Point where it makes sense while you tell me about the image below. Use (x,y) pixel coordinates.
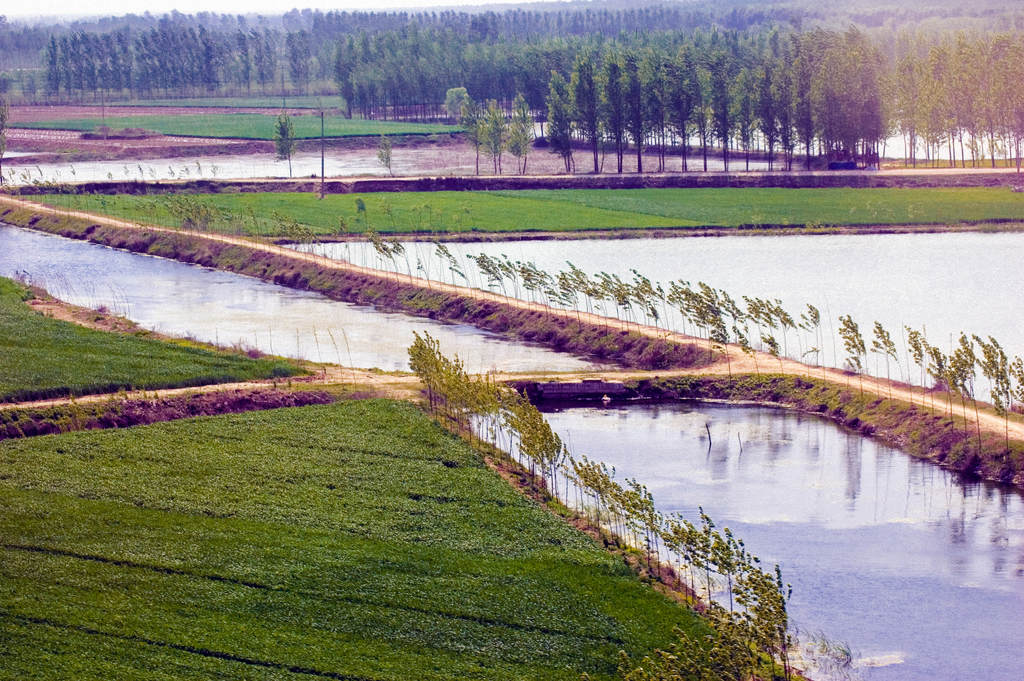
In this image, we can see some trees (436,15) and ponds (787,274). There is a grass (249,428) on the ground (357,426).
